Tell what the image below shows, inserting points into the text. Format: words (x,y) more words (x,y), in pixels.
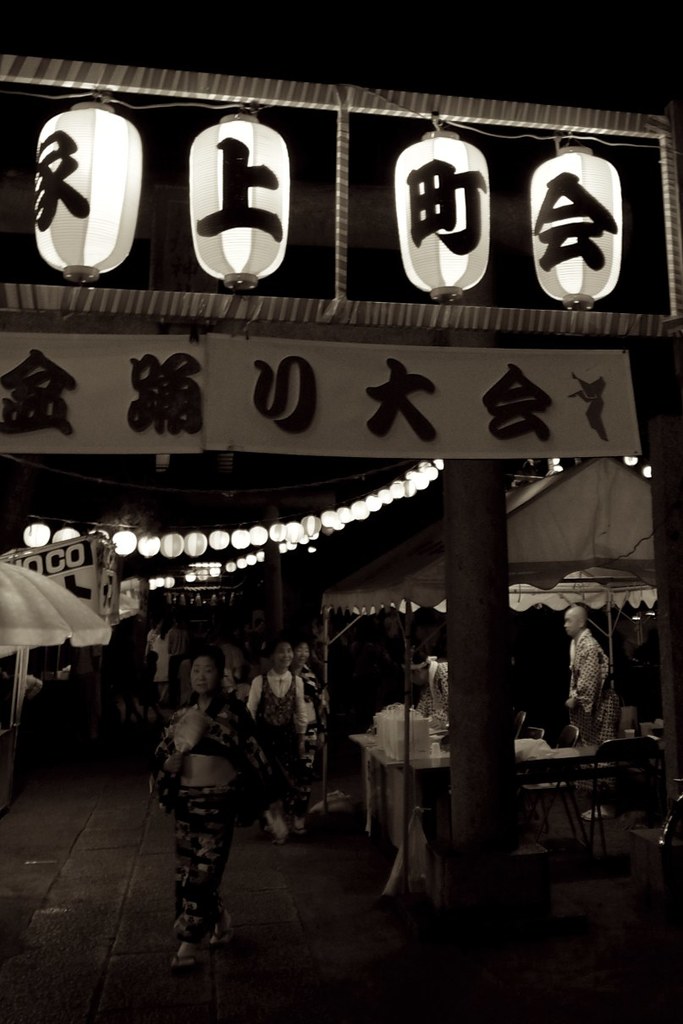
This is a black and white image and here we can see boards (315,423), lights (243,253), people (277,677), tents (339,584) and some objects (427,732) are on the table (398,781) and we can see some chairs (558,796). At the bottom (53,891), there is a floor (291,863).
